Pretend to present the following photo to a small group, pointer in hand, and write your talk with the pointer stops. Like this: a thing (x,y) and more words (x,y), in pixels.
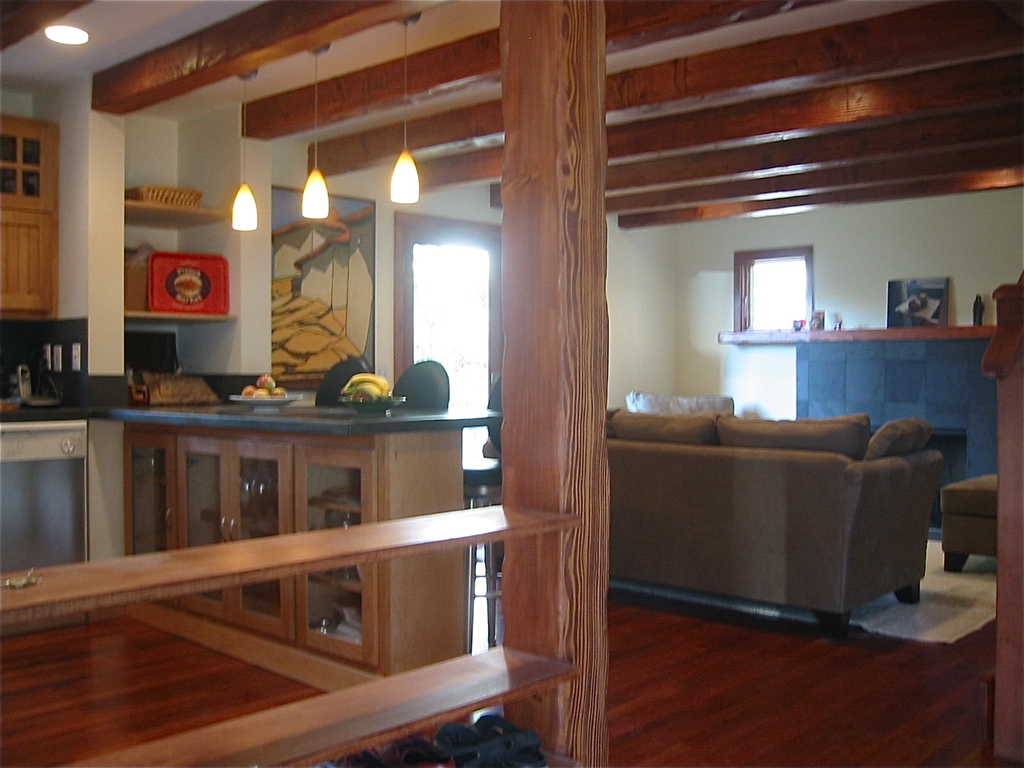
In this picture we can see a wooden floor (857,707) and on the floor (822,652) there is a couch (796,561) and the carpet (891,597). On the left side of the couch (729,500) there is a cabinet (263,481) and cupboards (213,509) and on the cabinet (254,432) there are some objects (248,401). Behind the couch (679,468) there's a wall (659,376) and at the top (58,32) there is a light (46,35) and some lights (251,193) are hanging at the top (312,202). In the shelves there are some objects (183,302).
